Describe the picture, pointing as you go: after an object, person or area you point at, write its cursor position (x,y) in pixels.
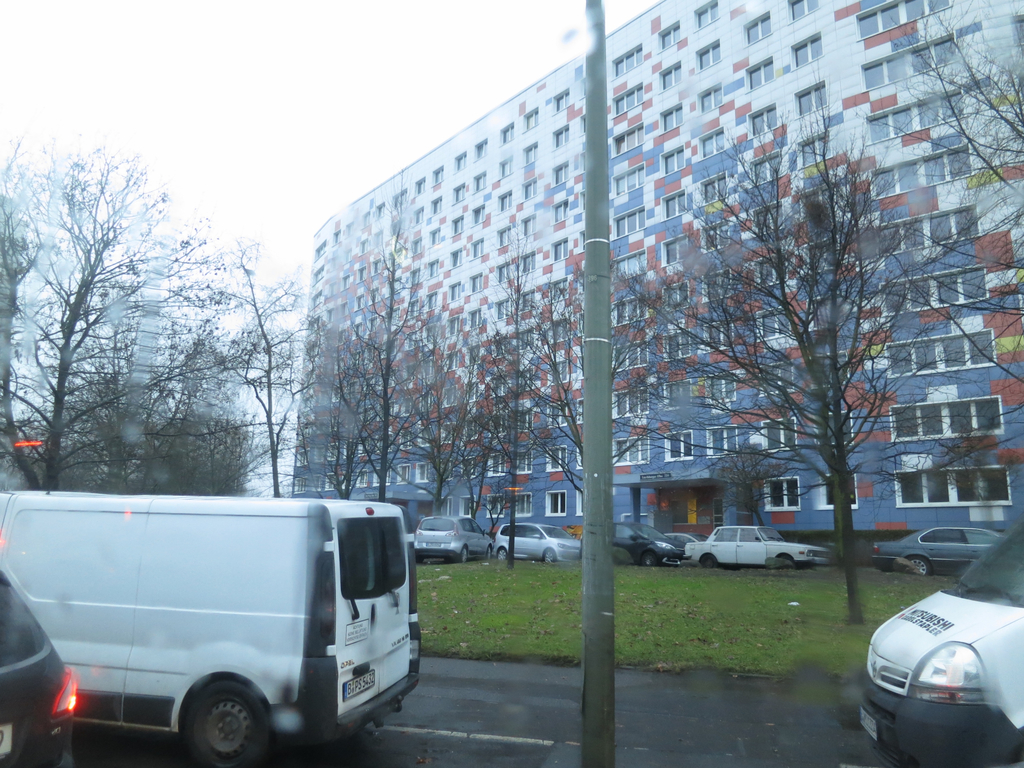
In this image there are vehicles (323,712) moving on road (698,695), there is a pole (593,366), in the background (512,443) there are trees (755,475), cars (739,530) and big building (475,482).
